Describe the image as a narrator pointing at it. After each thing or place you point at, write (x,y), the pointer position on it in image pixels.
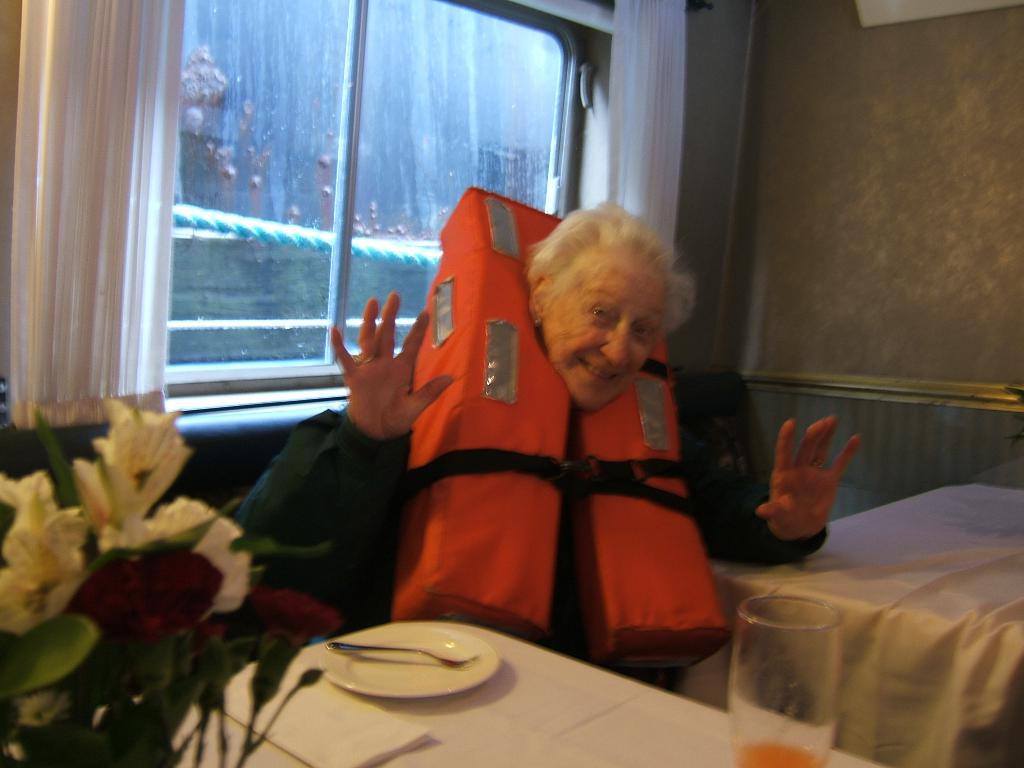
A old woman (289,509) is sitting in the sofa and behind her there is a glass window (280,281).
